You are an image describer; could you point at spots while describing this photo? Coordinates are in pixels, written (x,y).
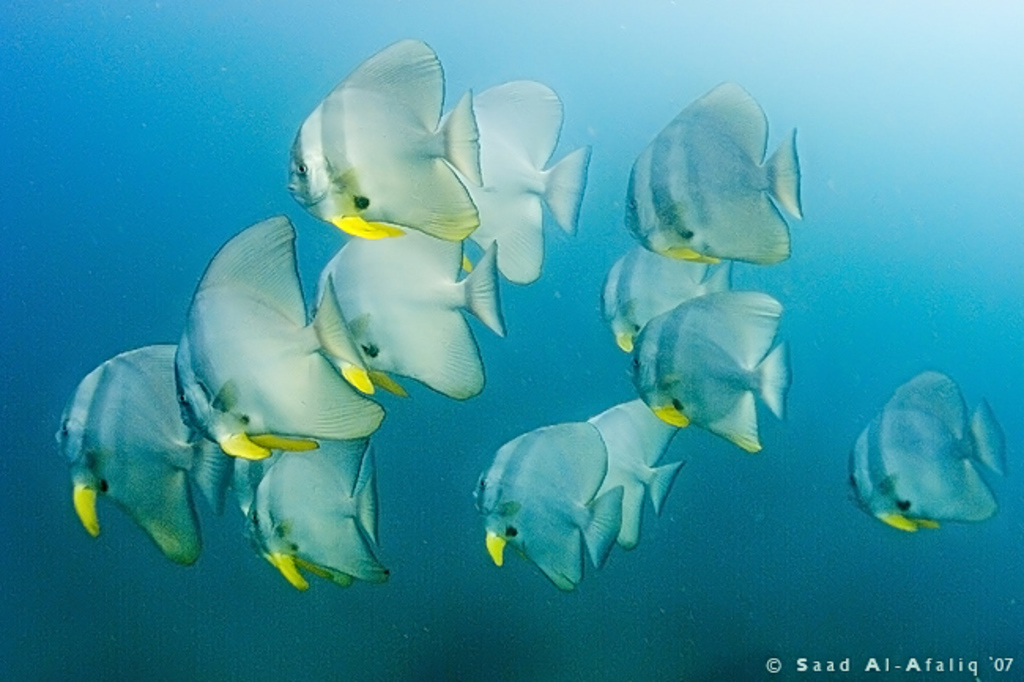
In this picture, we see fishes (444,138) in white color are swimming in the water (571,341). In the background (87,217), it is blue in color. This picture might be a painting.
